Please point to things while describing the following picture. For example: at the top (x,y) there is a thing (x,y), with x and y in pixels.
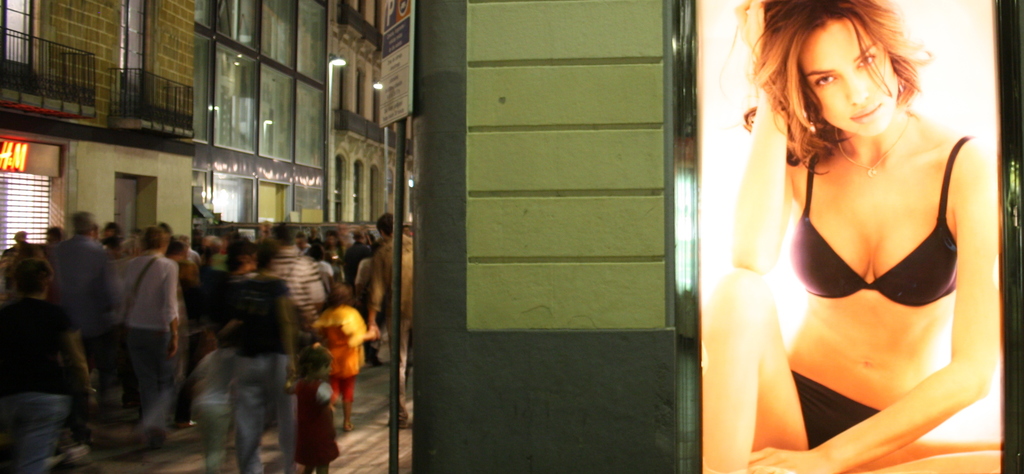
In this image I can see some people (309,238) walking on the road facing towards the back (368,273). I can see the buildings (258,159) on the left hand side (262,68). I can see some lights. I can see a signboard (406,102) with some text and a wall (504,182) in the center (571,179). On the right hand side of the image (753,163) I can see a banner (959,429) or board (751,162) with a woman's image (847,109).
